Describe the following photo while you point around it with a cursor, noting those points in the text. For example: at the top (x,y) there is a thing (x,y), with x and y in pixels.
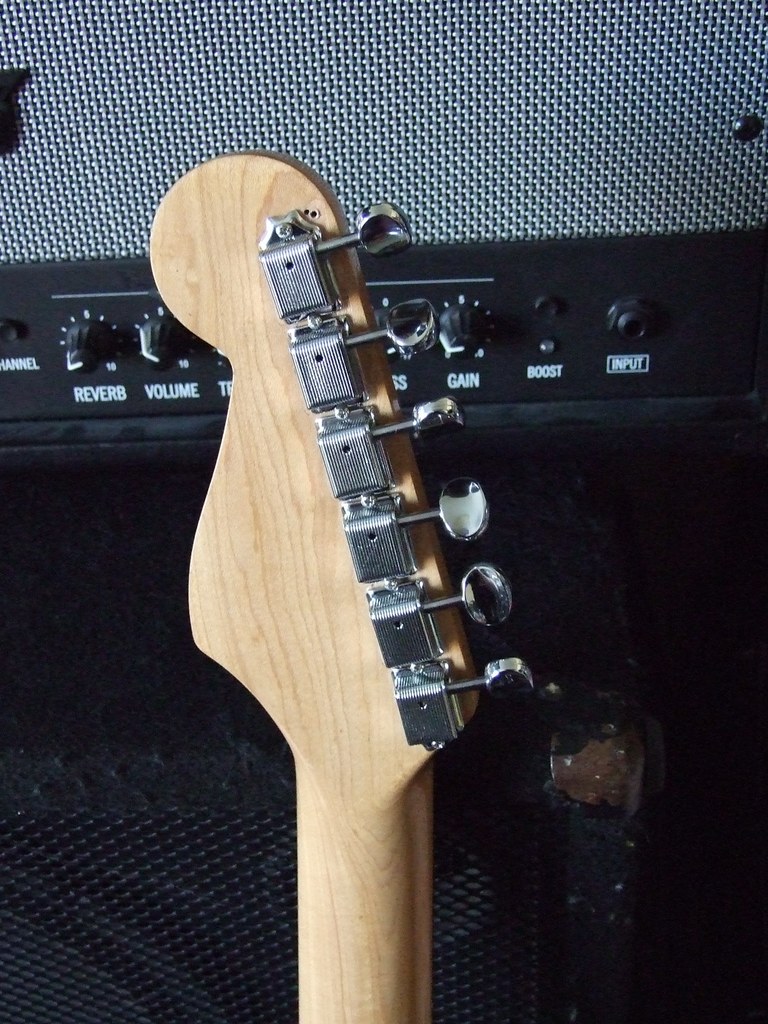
In the image we can see there is a handle (353,710) of a guitar (212,654) and behind there is a speaker (547,147).
